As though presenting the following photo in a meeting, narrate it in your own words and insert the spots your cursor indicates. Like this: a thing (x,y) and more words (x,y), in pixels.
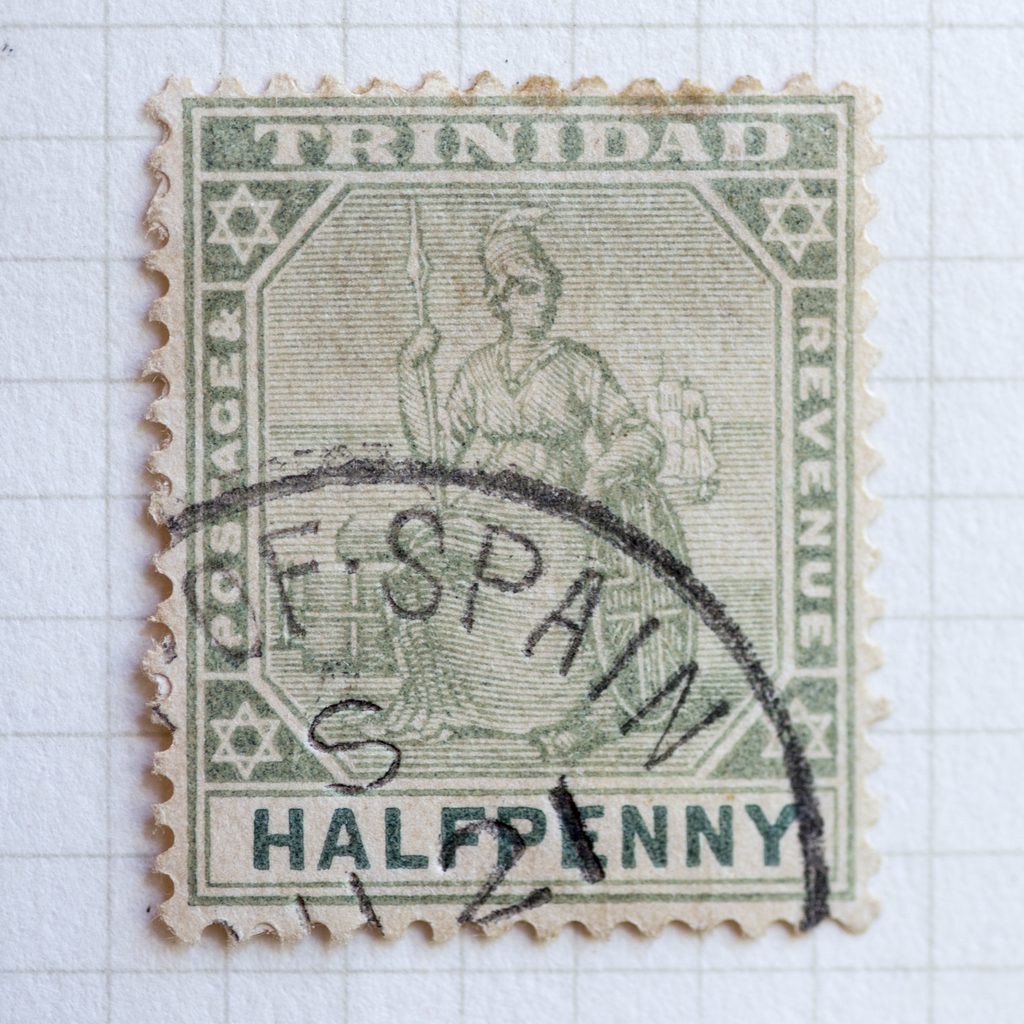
In this image we can see a stamp (509,638) pasted on the paper (89,851).
